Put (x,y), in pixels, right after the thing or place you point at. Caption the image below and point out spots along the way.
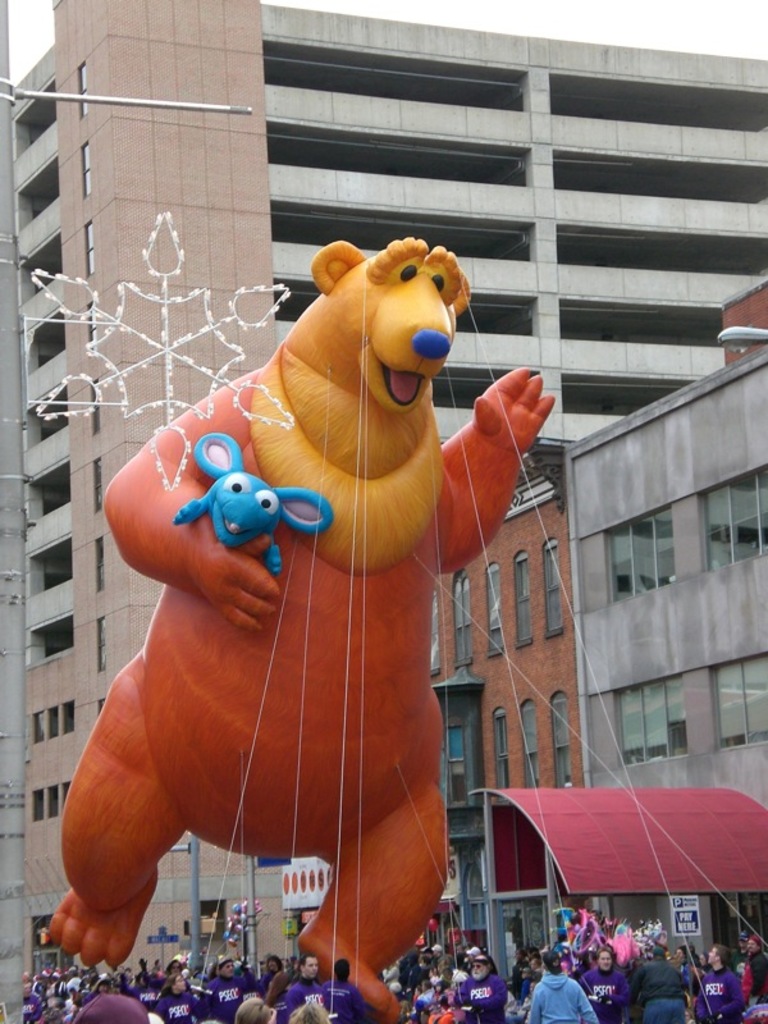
In this image there are a few people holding a gas balloon (354,932) of an animal structure (217,545) with ropes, behind them there are buildings (94,373) and lamp posts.
